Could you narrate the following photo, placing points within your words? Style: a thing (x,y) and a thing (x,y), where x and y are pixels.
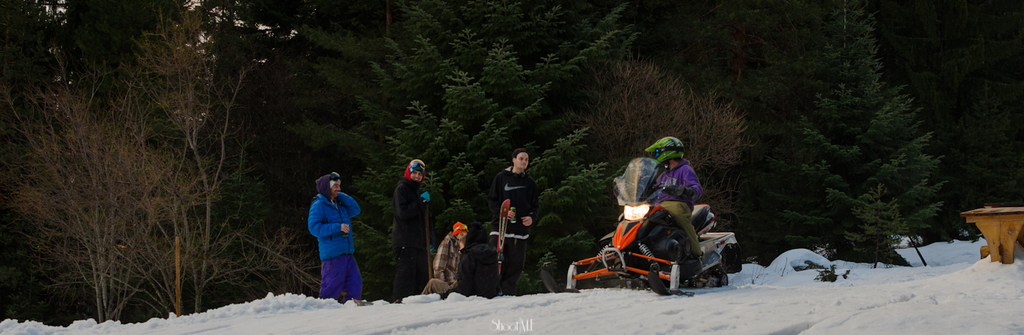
This is an outside view. At the bottom of the image (456,315) I can see the snow (608,321). There are few people (398,217) wearing jackets (407,220) and standing. On the right side (692,220), I can see a person (686,230) is sitting on a vehicle (642,260) wearing jacket (672,184) and helmet (660,148) and looking at these people (520,199) who are standing. In the background (464,80) there are many trees (338,81).
